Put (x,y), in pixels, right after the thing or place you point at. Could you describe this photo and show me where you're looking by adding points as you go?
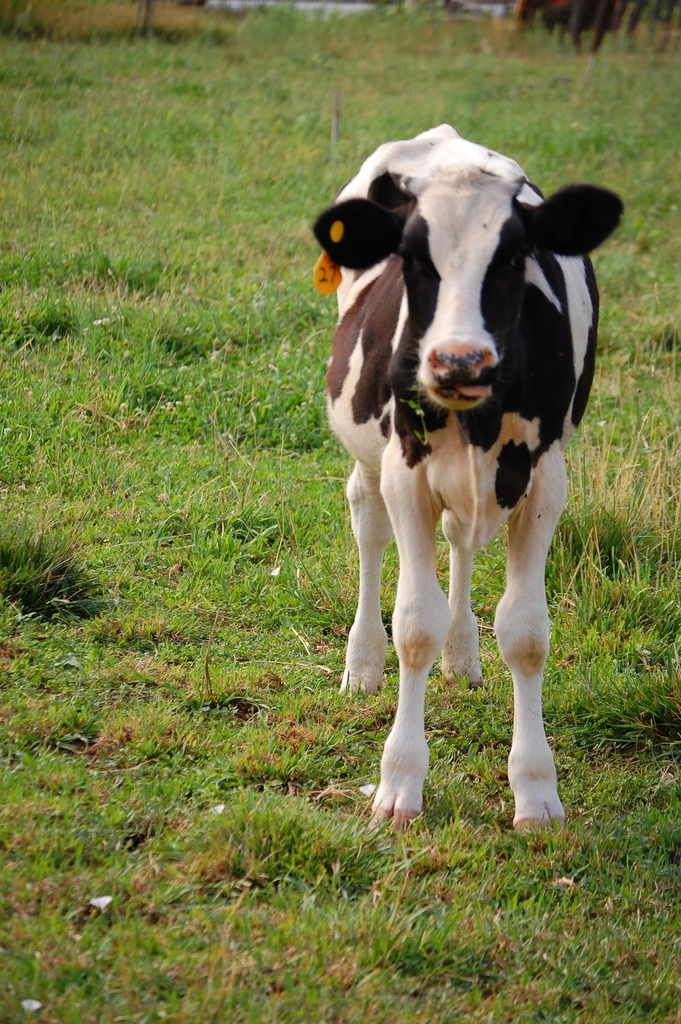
This image consists of a cow (497,610) standing on the ground (374,773). At the bottom (420,884), there is green grass (275,166). The cow (430,263) is in black and white color.
